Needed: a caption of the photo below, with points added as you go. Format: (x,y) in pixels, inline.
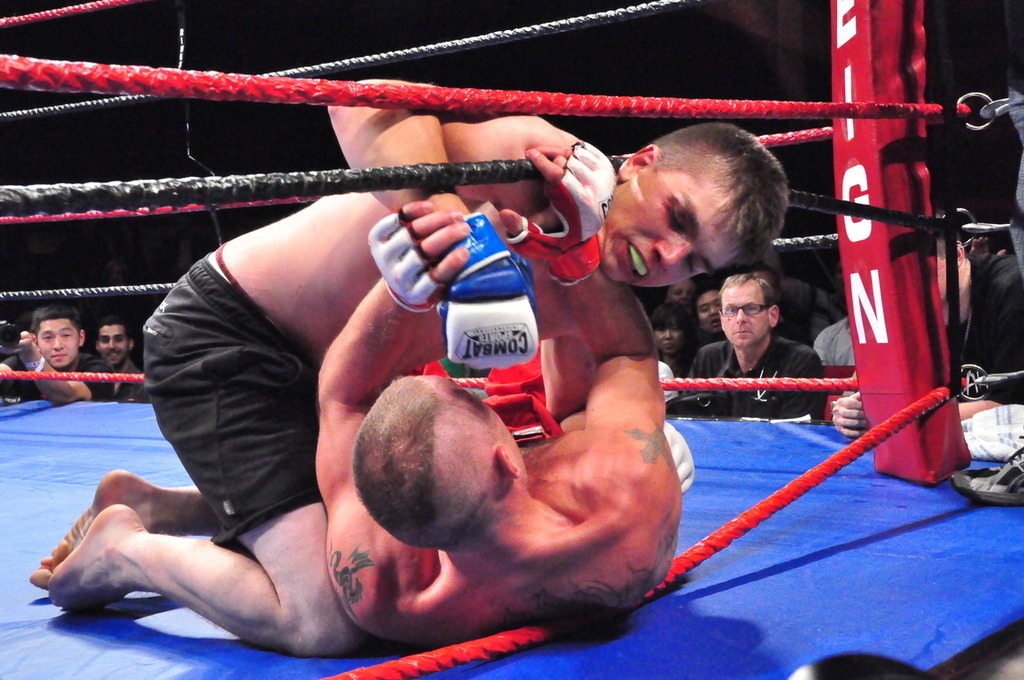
In this image, we can see two men (264,381) are fighting on the blue surface (797,618). Here we can see ropes (450,184). In the background (823,365) we can see a group of people (1008,256) are watching. Here we can see a dark view.
